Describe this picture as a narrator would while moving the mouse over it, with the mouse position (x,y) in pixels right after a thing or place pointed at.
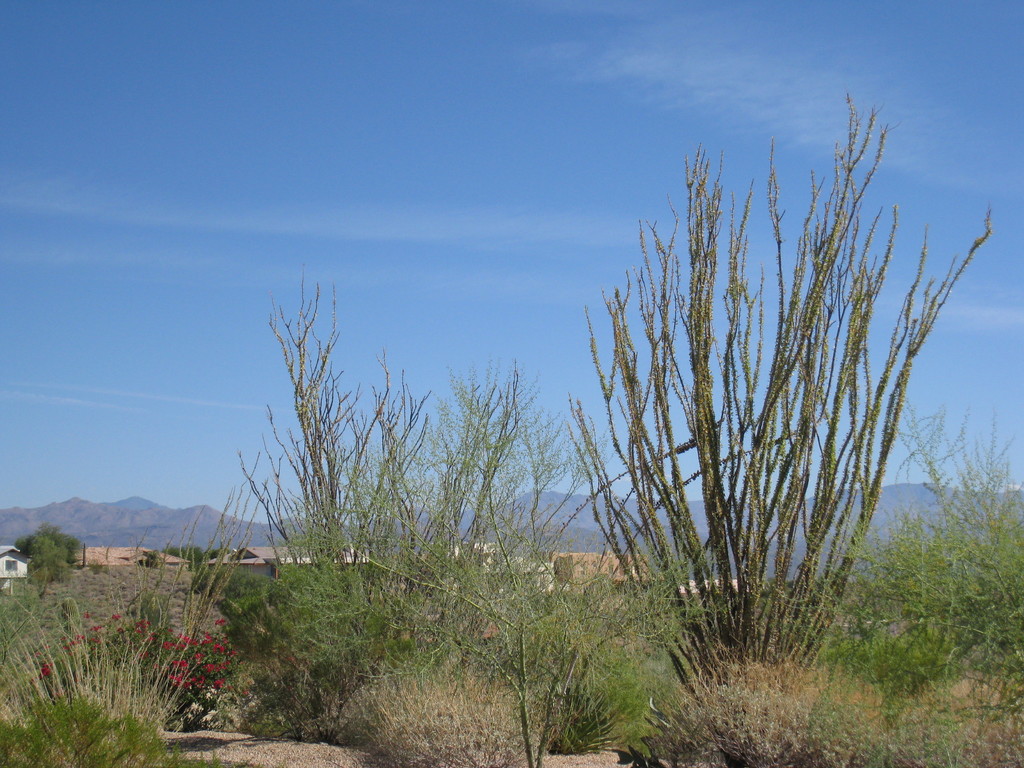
In this image there are plants (504,559) and grass (147,707) on the ground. To the left (172,676) there are flowers (210,671) to a plant (219,662). In the background (133,546) there are houses (608,572), mountains (123,517) and trees (34,538). At the top (445,102) there is the sky (551,106).
